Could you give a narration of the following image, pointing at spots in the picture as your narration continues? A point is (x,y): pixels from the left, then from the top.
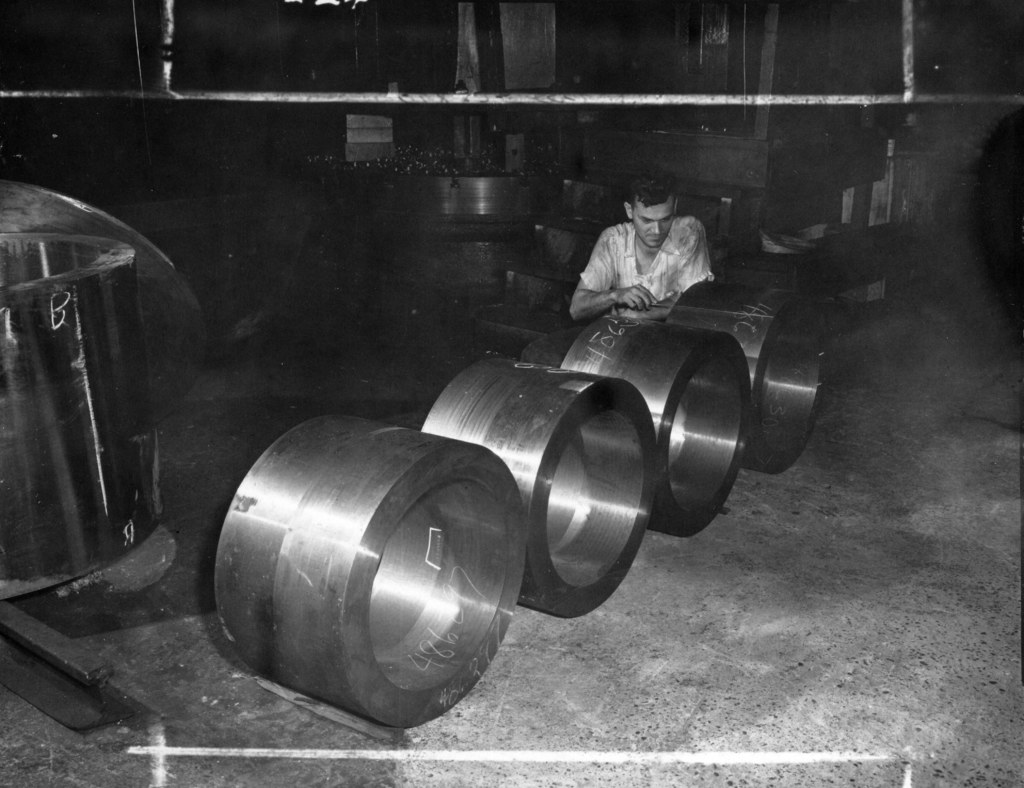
This is a black and white image. Here is a person (650,312) sitting in squat position. I can see four steel coils (396,618) on the ground (610,664). I think this picture was taken in the factory (530,169). In the background (787,196), that looks like a machine (716,148). These are the stairs (538,315).
